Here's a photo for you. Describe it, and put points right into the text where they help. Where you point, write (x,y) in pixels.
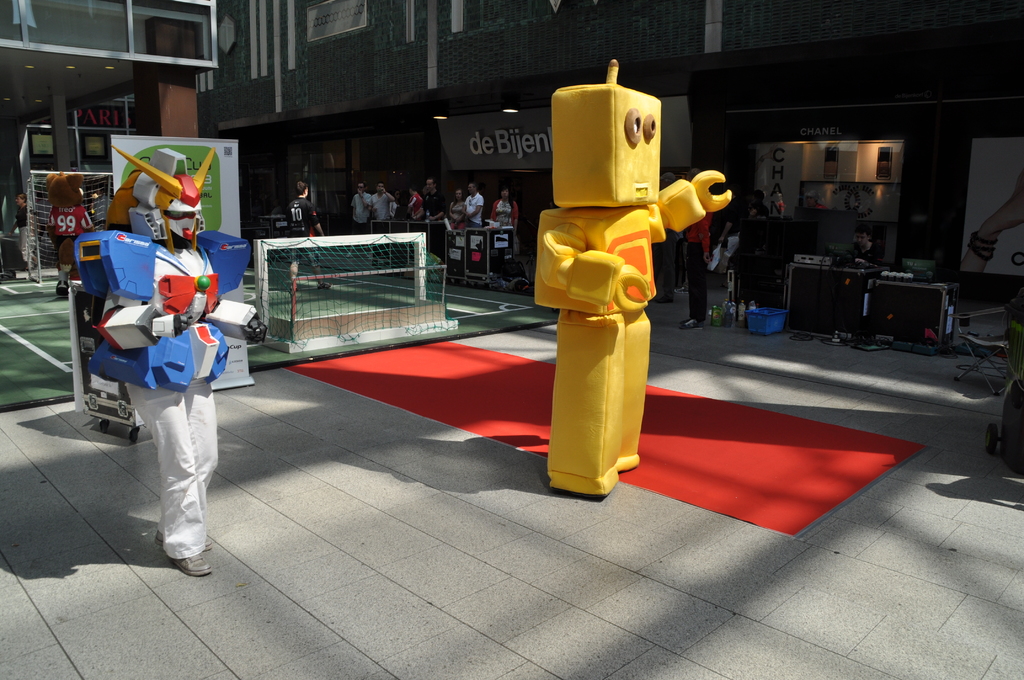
In this image in front (175,329) there are depictions (207,262) of persons (179,315). Behind them there is a foot ball court (303,271). In the background of the image (848,66) there are stores (325,36). In front of the stores (717,78) there are musical instruments (768,290), bottles (736,311) and we can see people (441,199) standing in front of the buildings (221,83). At the bottom of the image (893,462) there is a mat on the floor (588,534).
